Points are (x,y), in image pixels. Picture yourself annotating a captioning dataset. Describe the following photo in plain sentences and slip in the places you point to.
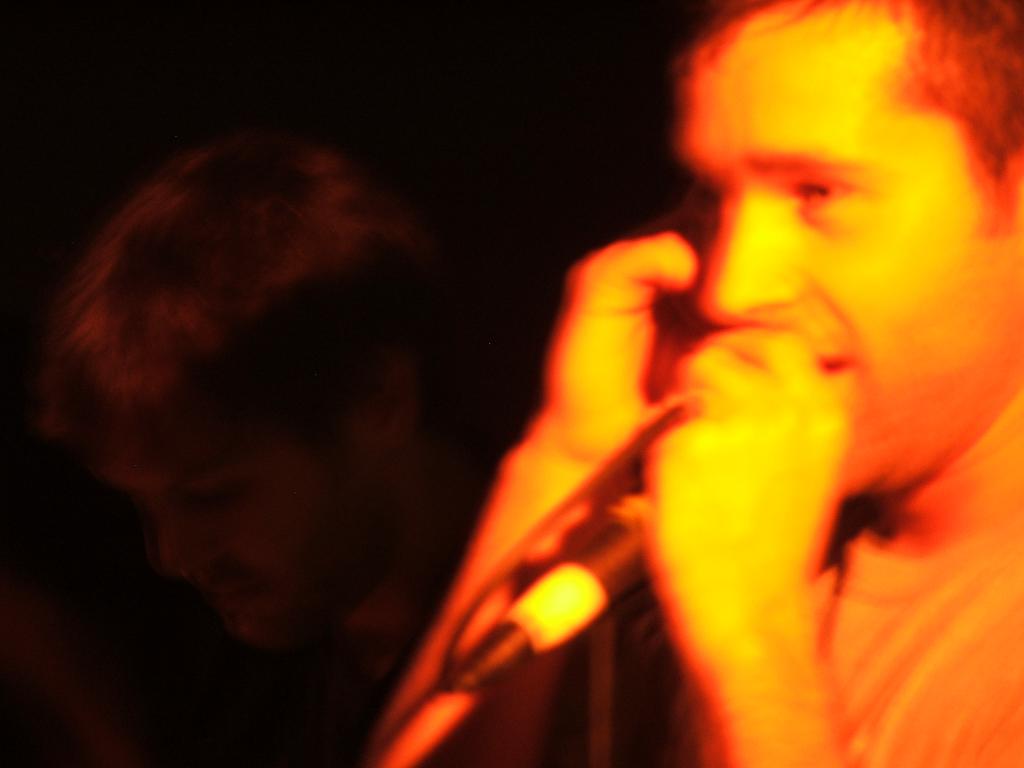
Here we can see two persons (930,222). He is holding a mike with his hand (760,482). There is a dark background (615,123).
